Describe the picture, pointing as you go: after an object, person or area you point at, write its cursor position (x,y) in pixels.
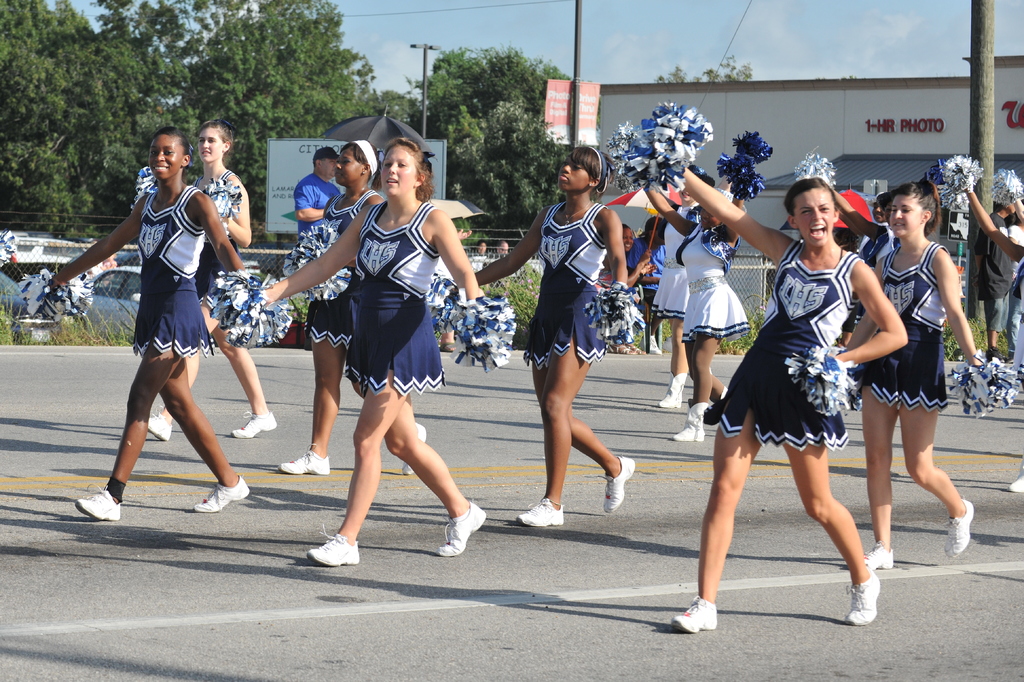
In the center of the image (413,357) we can see group of women (585,335) walking on the road (598,585). In the background (18,167) there is a fencing (126,270), cars (114,300), person (300,193), trees (248,96), building (881,142), board (281,195), sky (534,41), poles (428,45) and clouds (393,67).
